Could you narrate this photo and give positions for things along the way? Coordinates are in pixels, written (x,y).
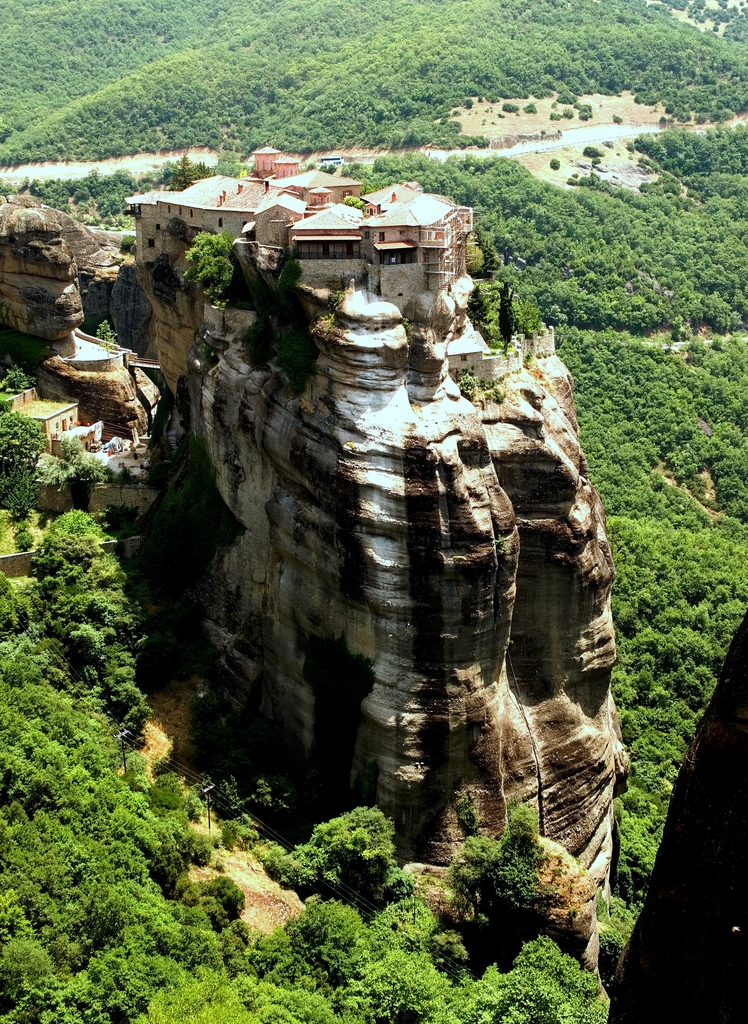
In this image I can see few buildings (378,226) on the mountain (306,432). I can see many trees (652,835).
